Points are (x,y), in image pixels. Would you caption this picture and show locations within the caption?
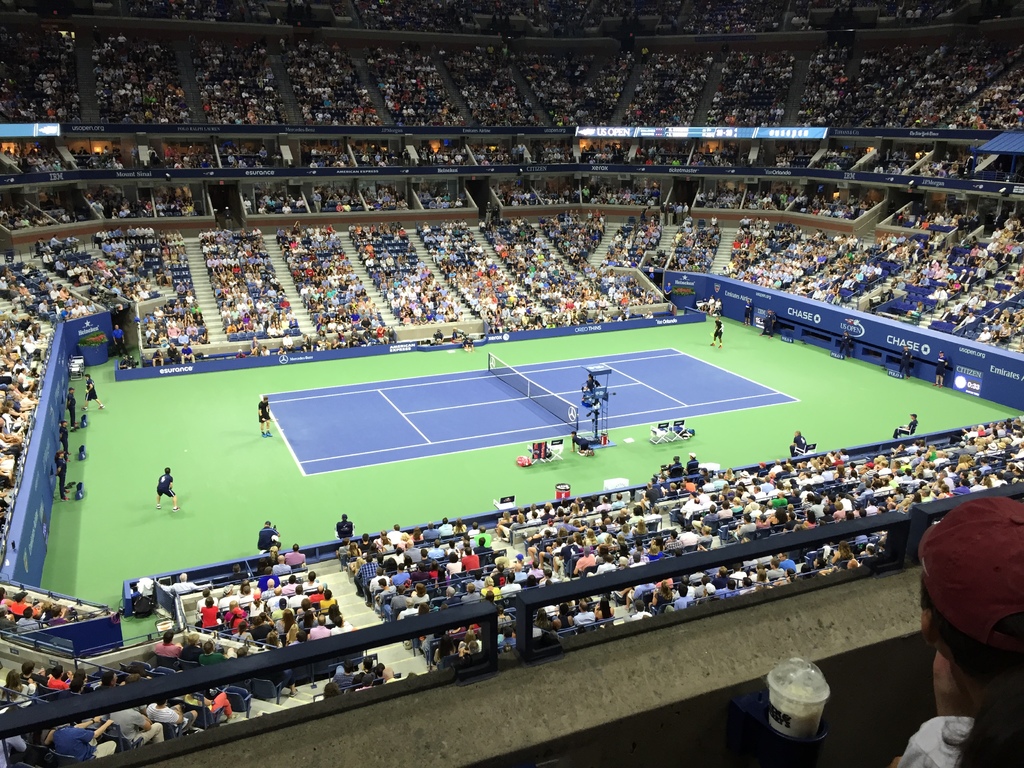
In this picture there is a big tennis stadium (352,609) with players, playing in the courtyard (512,465). Around there are many audience (556,637) in the stadium (648,565), sitting and enjoying the game.
